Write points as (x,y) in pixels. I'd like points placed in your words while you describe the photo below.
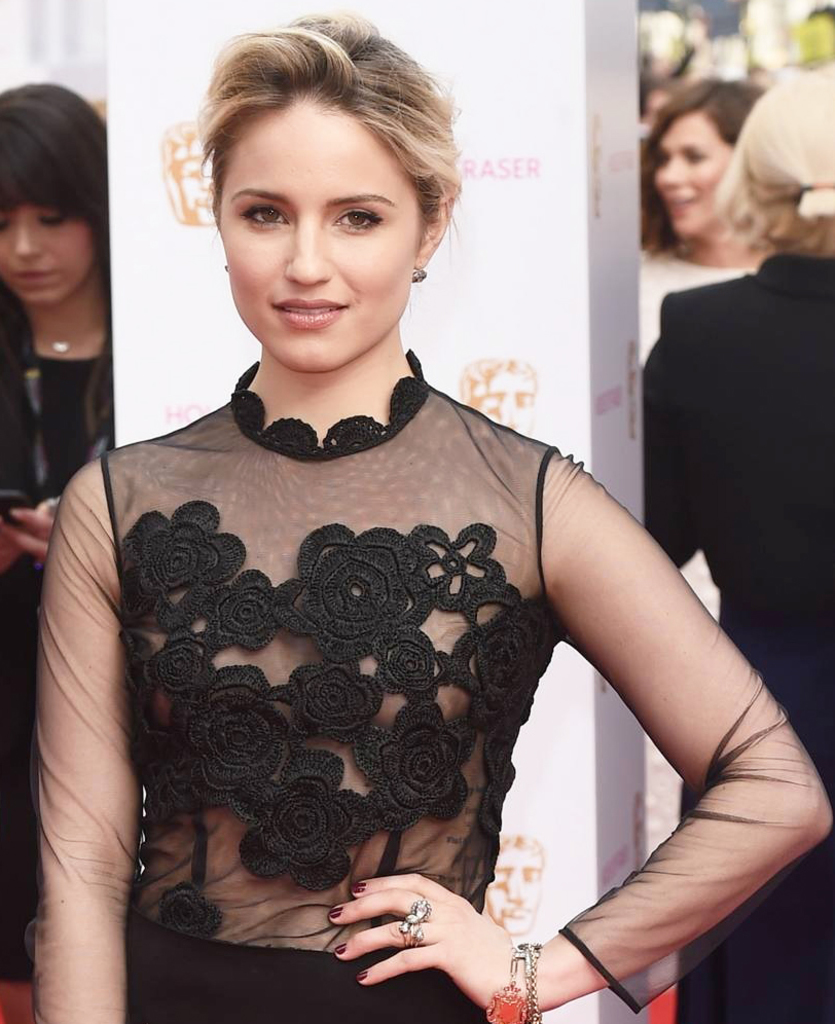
In this image I can see the group of people (479,556) with white and black color dresses (434,433). In-between these people (330,243) I can see the pillar (496,24) and there is a blurred background (736,36).
